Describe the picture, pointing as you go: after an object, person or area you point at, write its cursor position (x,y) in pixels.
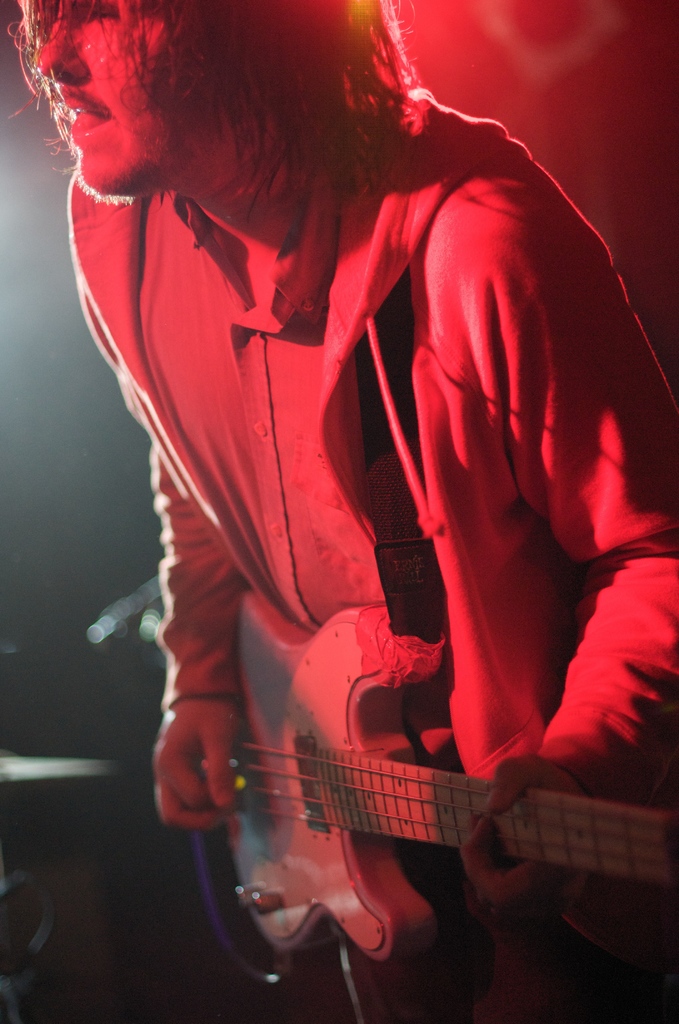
In this image we can see the man (443,917) playing the guitar (338,781).
